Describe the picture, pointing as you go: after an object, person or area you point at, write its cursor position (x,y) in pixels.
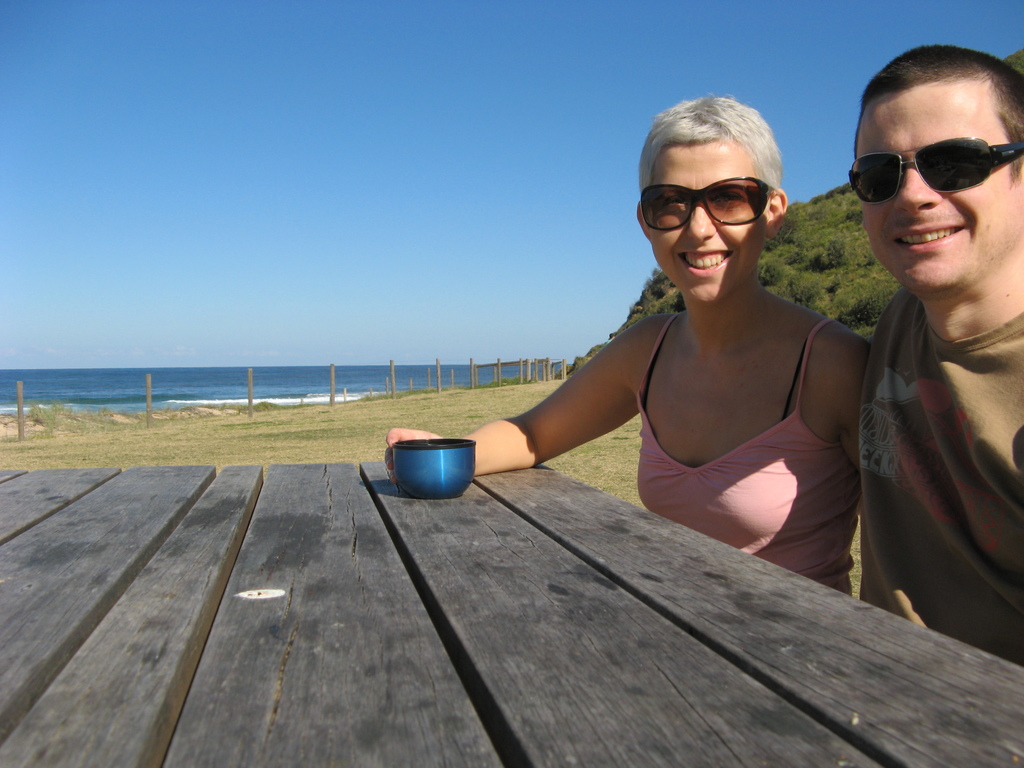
there are 2 persons (830,358) on the right side of the image (690,422). in front of them there is a table (531,617) on which a cup (429,475) is placed. behind them there are trees (792,271) and water (233,375).
